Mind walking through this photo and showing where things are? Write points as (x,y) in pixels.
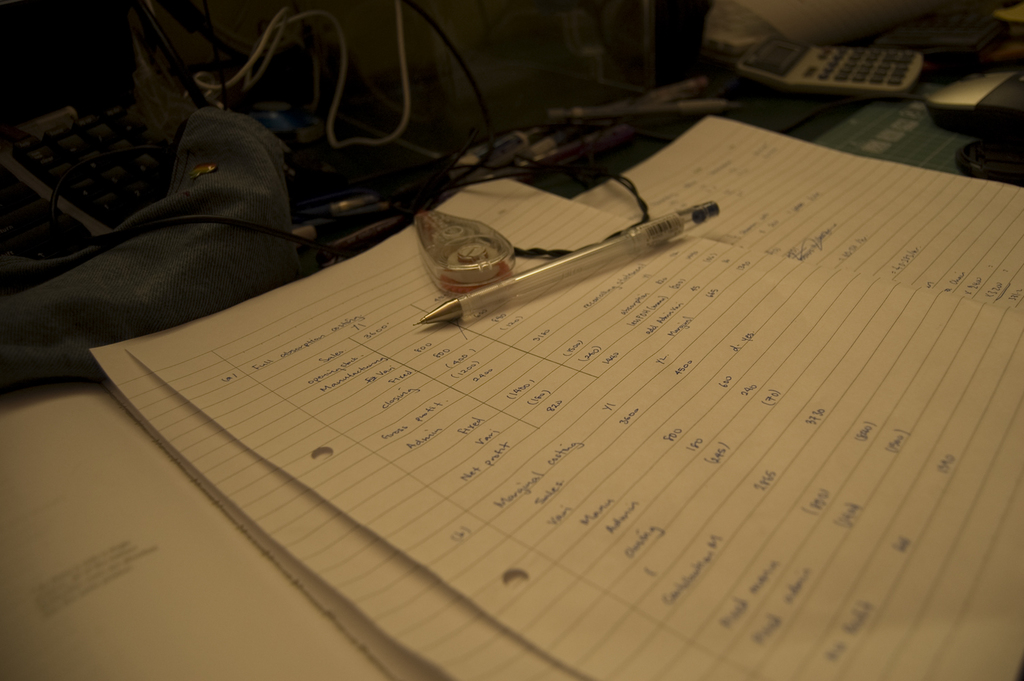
On a book (382,535) there is a pen (505,286). There are wires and a calculator (793,72) at the back (802,63).
